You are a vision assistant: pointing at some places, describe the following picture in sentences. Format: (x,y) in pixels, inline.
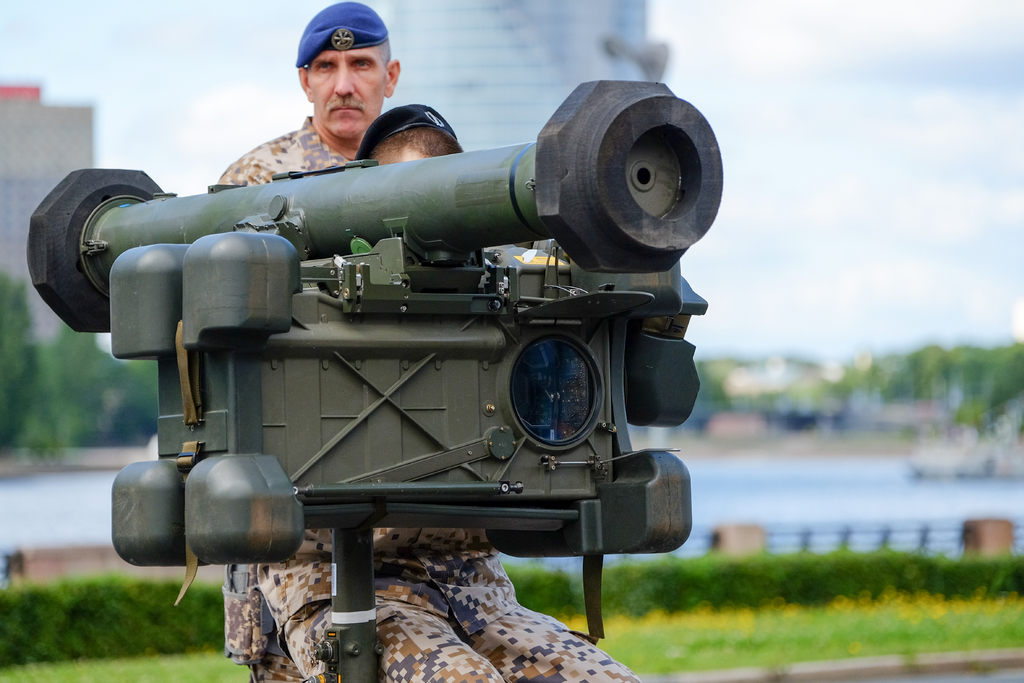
In this picture I can see there are two army people (475,561) wearing uniforms (488,596) and they are holding a green color weapon (567,519) and there is lake (865,528) in the backdrop (865,528) and there are plants (809,578) and buildings (54,180), trees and the sky (807,138) is cloudy.
